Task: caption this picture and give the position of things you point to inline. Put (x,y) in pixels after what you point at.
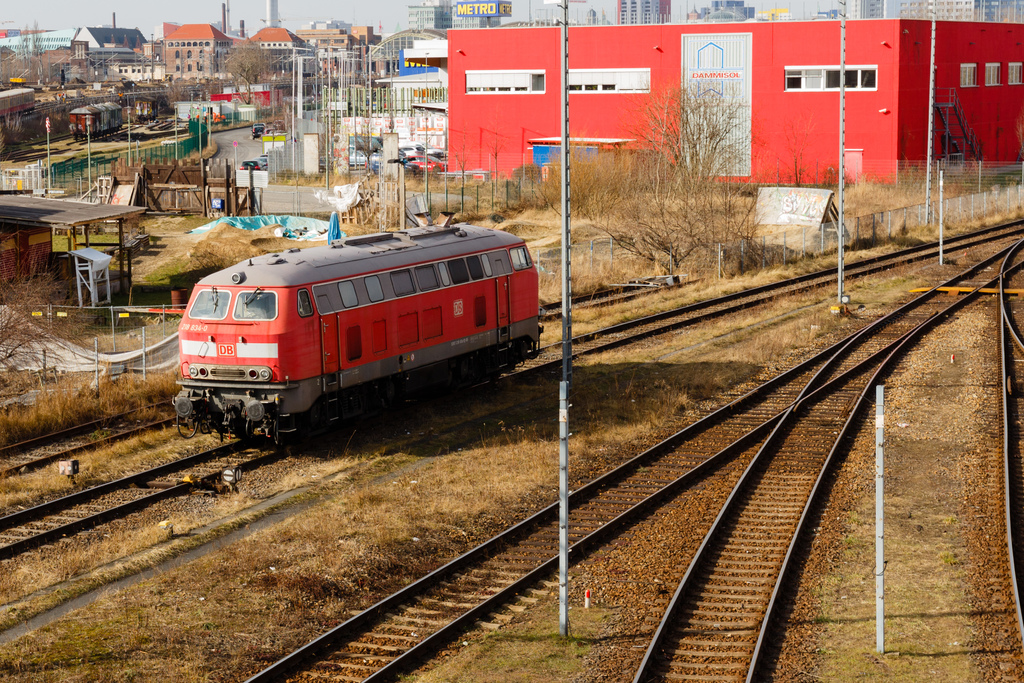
In this image there are trains (304,268) present on the railway track (389,635). Image also consists of trees (3,293), poles (941,187) and also many buildings (837,111). Some vehicles (410,146) and road (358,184) and also fence (808,234) are visible in this image.
